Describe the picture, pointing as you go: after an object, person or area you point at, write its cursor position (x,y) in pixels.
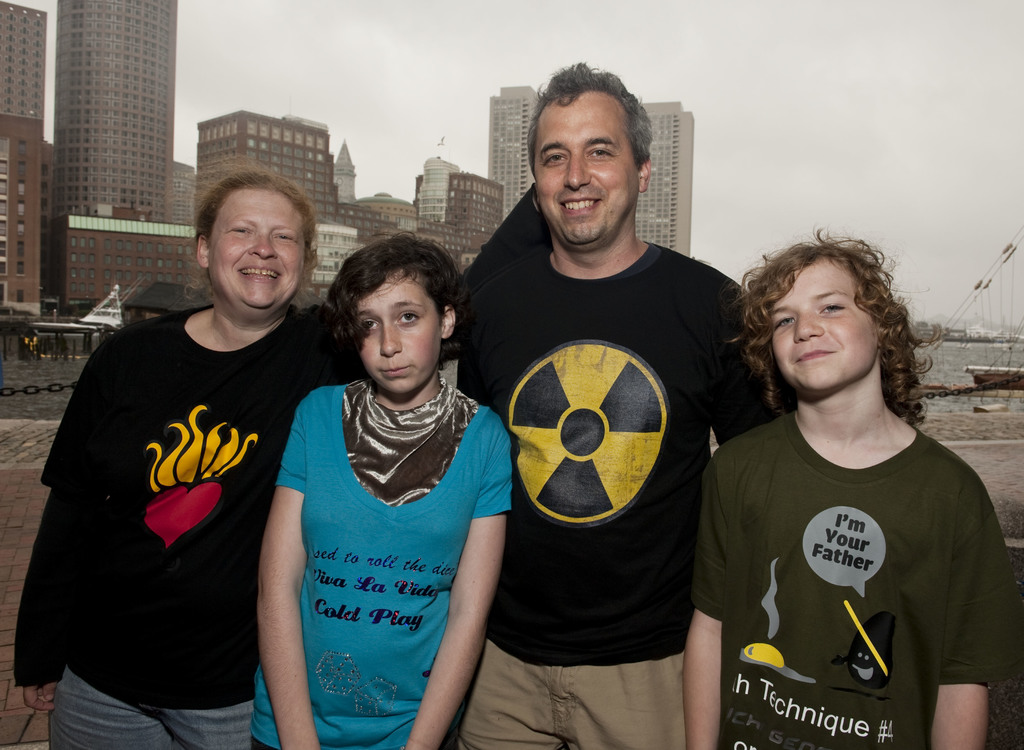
In the picture I can see 4 people (485,580) are standing among them some are smiling. In the background (942,395) I can see buildings (460,255), boats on the water (998,354), the sky (816,201) and some other objects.
